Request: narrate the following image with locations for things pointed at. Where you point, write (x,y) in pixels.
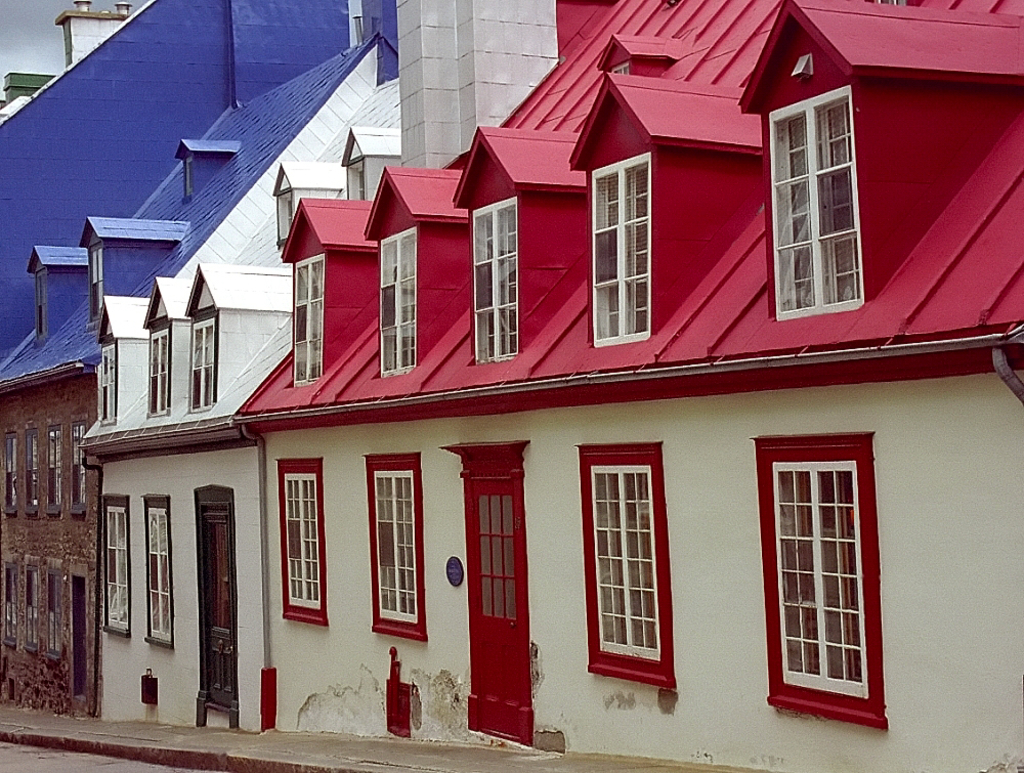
In this picture we can see many buildings (267,221). Here we can see windows (785,561) and doors (210,541). On the top left corner (35,61) we can see sky (5,4) and clouds (6,3).
